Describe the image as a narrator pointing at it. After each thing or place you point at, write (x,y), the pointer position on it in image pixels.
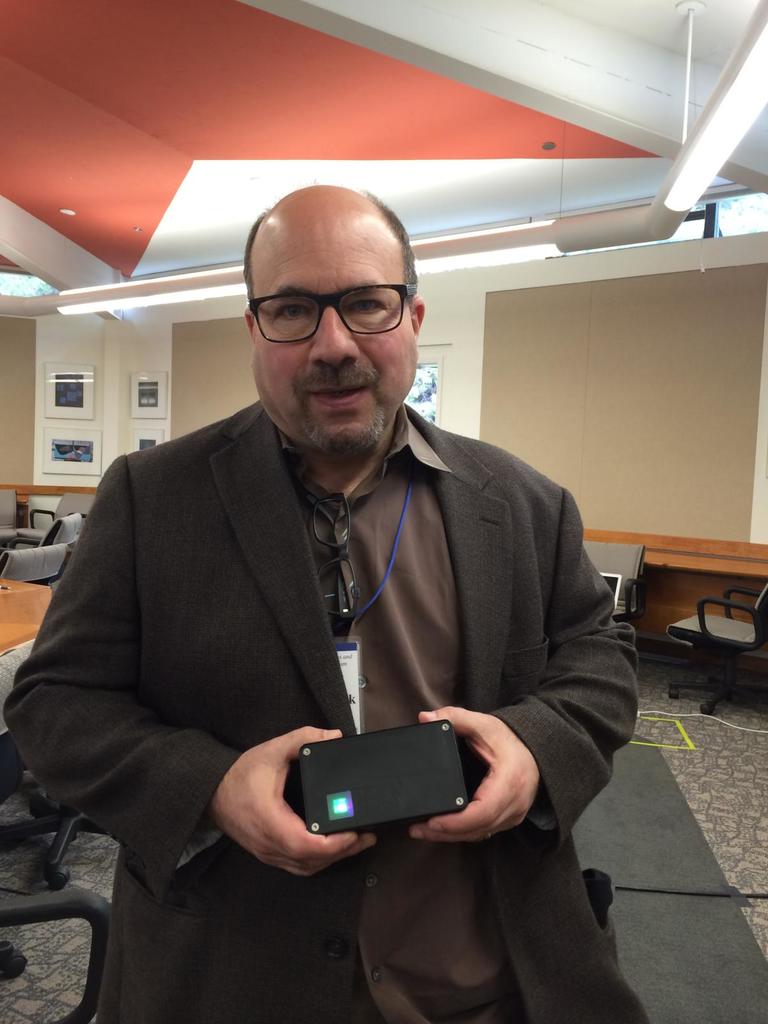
As we can see in the image there is a wall (582,478), photo frames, light (689,190), chairs (31,565), table (3,600) and a person (252,593) standing in the front (293,608). He is wearing spectacles (345,308), black color jacket (496,580) and holding an electrical equipment (374,785) in his hands (244,759).
